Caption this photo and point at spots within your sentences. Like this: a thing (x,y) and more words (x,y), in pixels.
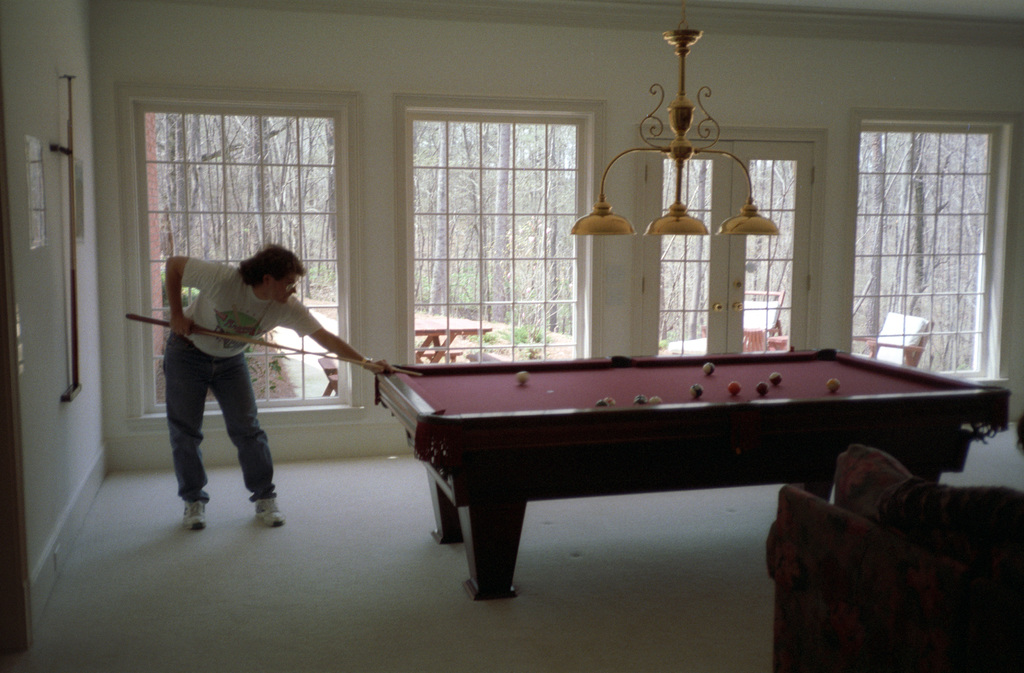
This is a picture taken from inside of a room (639,214) and a person (214,372) stand on the floor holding a stick (319,354) and playing a game and there is a table (618,459) on the table (682,381) there are the balls (729,390) kept on the table (696,365). And there is a chandelier (683,212) on the roof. And back side of a man (220,351) there is a window (273,242) and back side of the window (259,150) there are the some trees (303,142) visible and on the right side (896,309) there is a window (911,304) back side of the window (896,304) there are some chairs (889,327).
